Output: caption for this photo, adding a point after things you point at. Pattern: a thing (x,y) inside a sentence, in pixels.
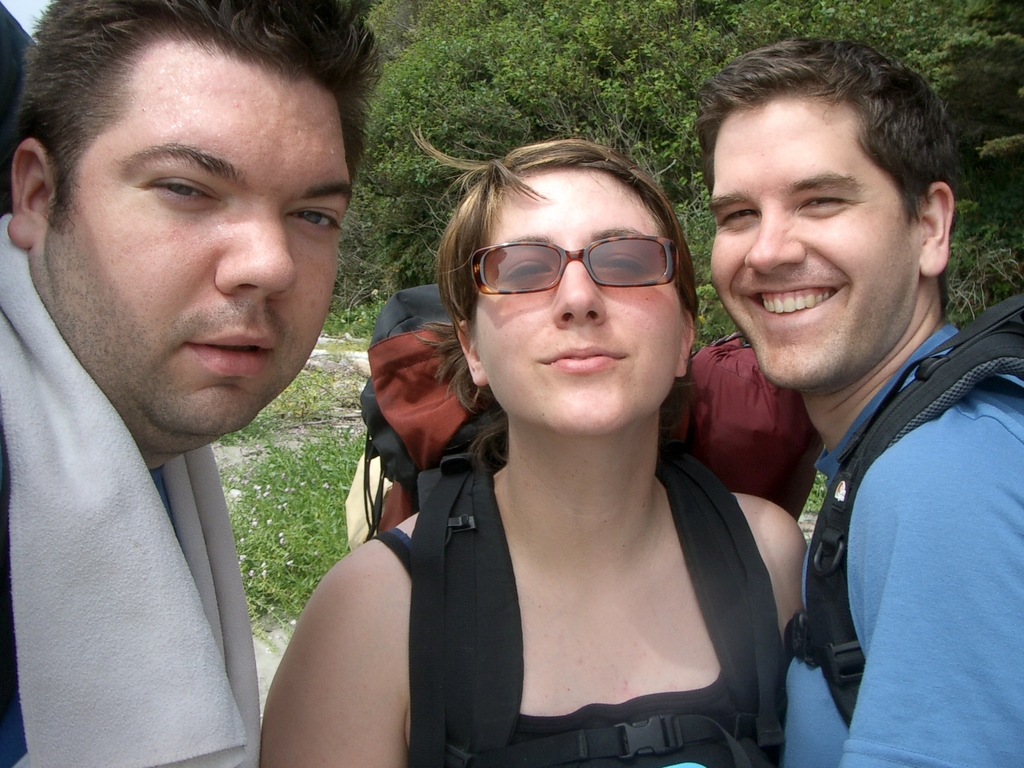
In the image in the center (637,457) we can see three persons (965,540) were standing and one of them was smiling, which we can see on his face (802,323). And we can see they were wearing backpacks (1017,348). In the background (455,4) we can see trees (984,23), plants (690,187) and grass (287,502).
